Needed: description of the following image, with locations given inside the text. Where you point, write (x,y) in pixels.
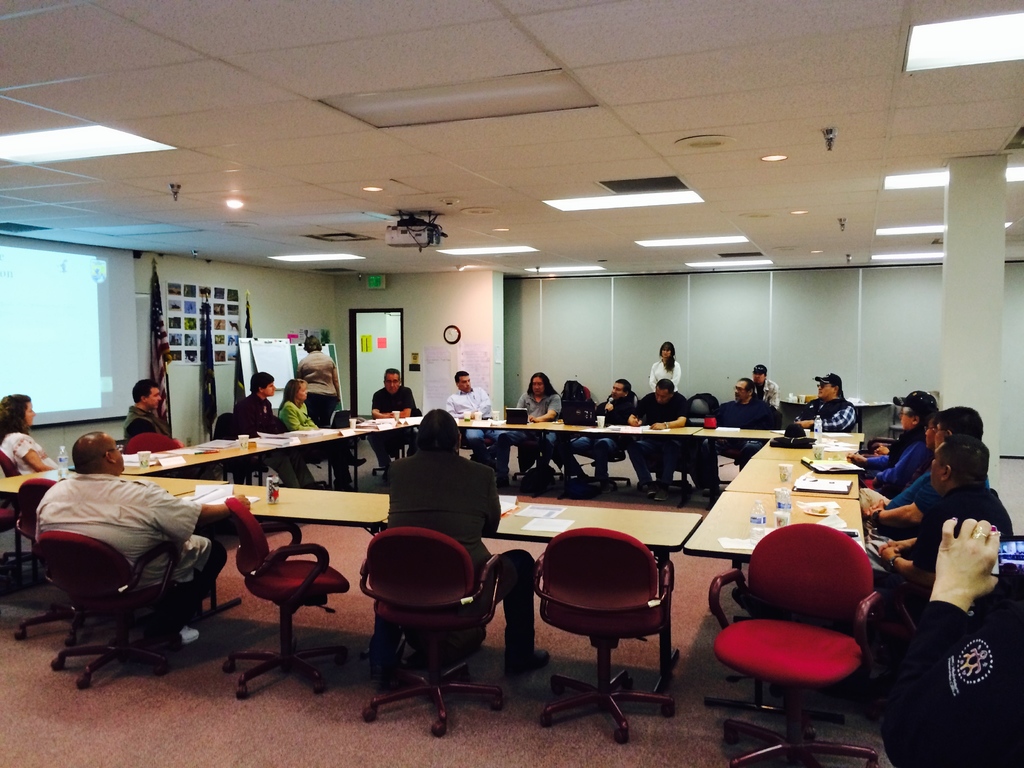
In this picture we can see some group of people (378,437) sitting on the chairs (626,608) in front of the table (817,520) on which there are some glasses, papers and around the room (298,309) there are some lights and a notice board (259,350) and three flags (201,359) to the left corner (190,347).
